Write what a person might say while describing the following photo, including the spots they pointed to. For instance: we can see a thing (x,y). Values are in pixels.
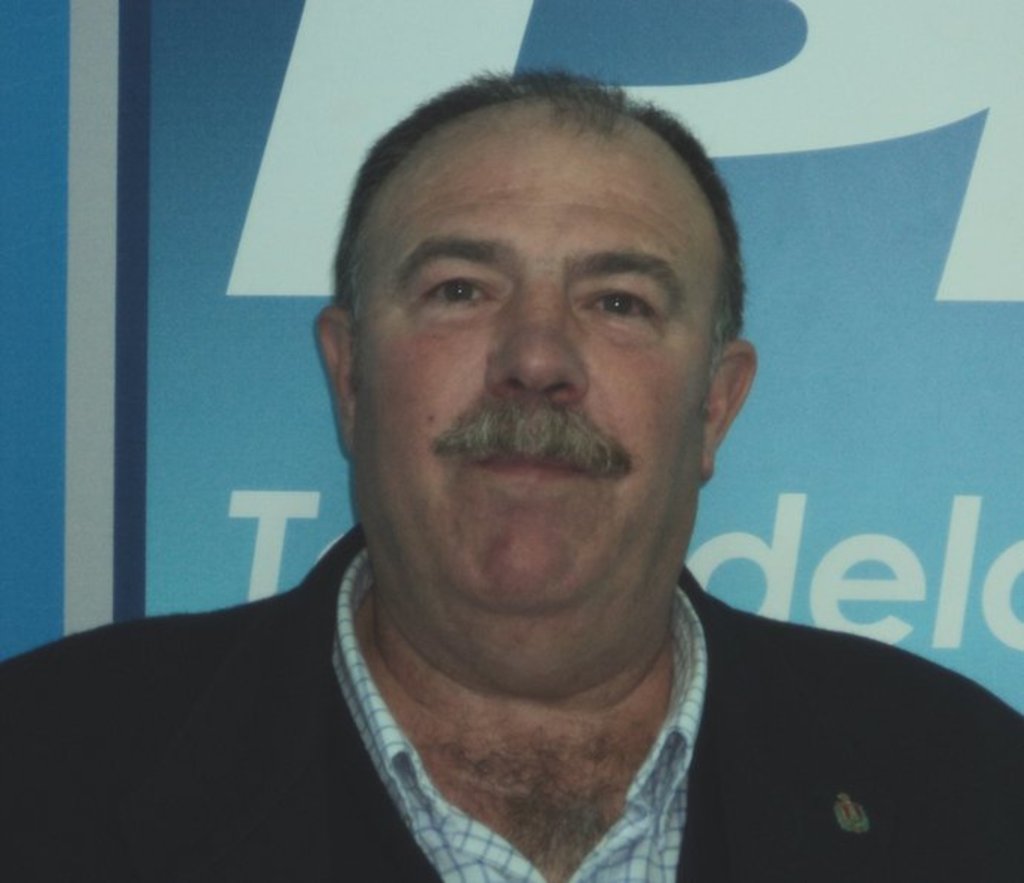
In this picture I can see a man (626,850), and in the background (711,528) there is a board (833,283).
